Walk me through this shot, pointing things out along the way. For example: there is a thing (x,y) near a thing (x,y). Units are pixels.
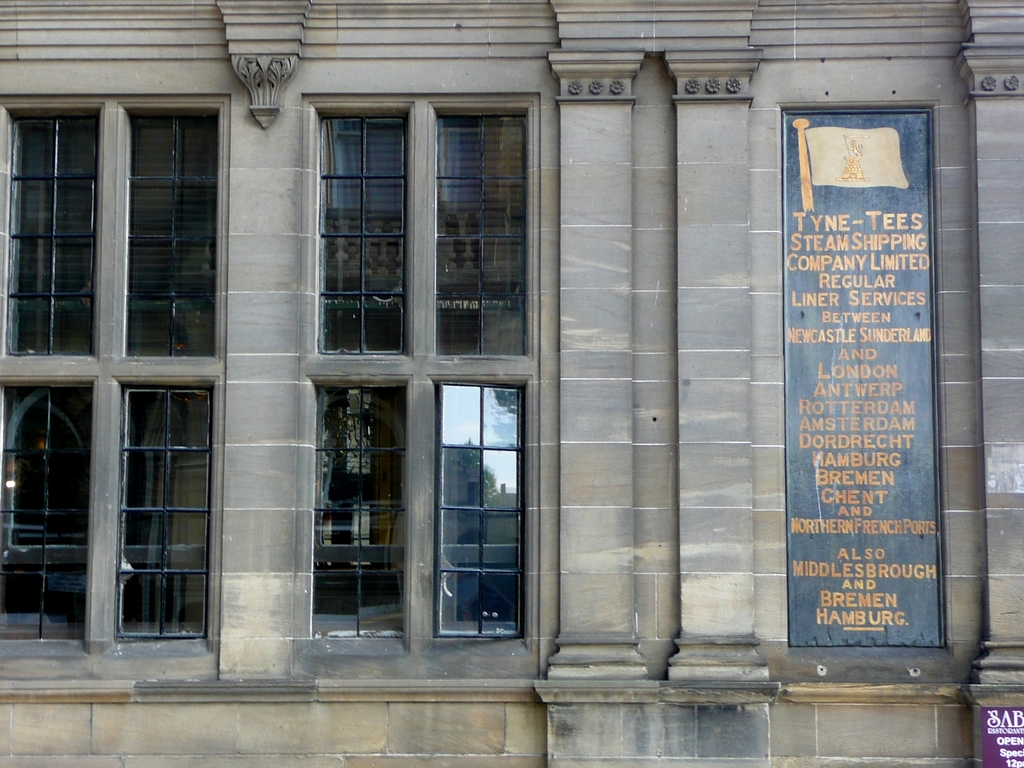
In this image in the center (589,299) there is one building (574,471), and on the right side (855,526) there is one board (895,562) and on the left side (219,326) there are some glass windows (82,396).
